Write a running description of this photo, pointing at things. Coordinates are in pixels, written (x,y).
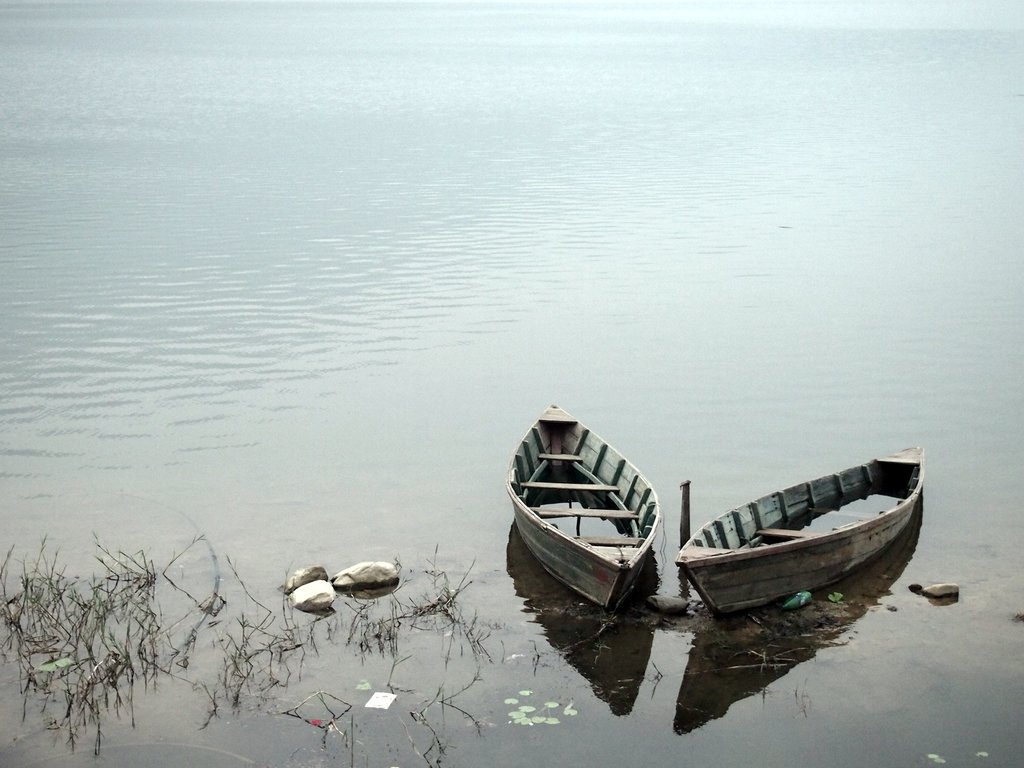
There are two boats (595,541) on the water (648,584). These are the rocks (353,570). I think this is the grass (102,671). This looks like a lake (282,212).
